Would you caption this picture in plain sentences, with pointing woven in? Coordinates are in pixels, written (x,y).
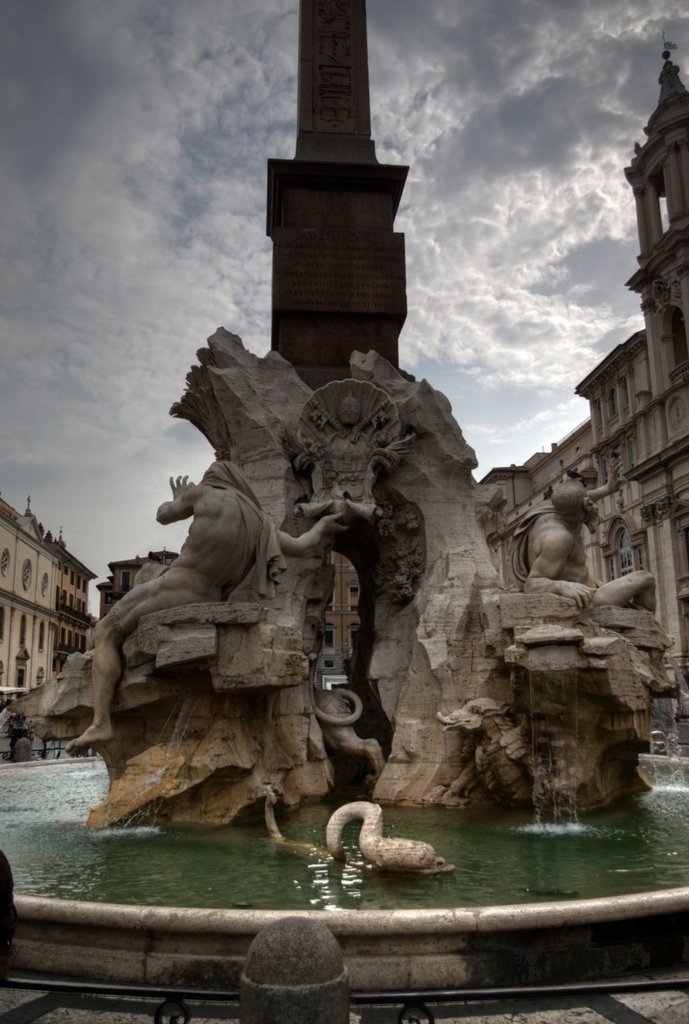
In this image I can see the water (537,885), few statues of persons (274,579) and a pole (340,24). In the background (34,596) I can see few buildings (63,565) and the sky (142,302).
